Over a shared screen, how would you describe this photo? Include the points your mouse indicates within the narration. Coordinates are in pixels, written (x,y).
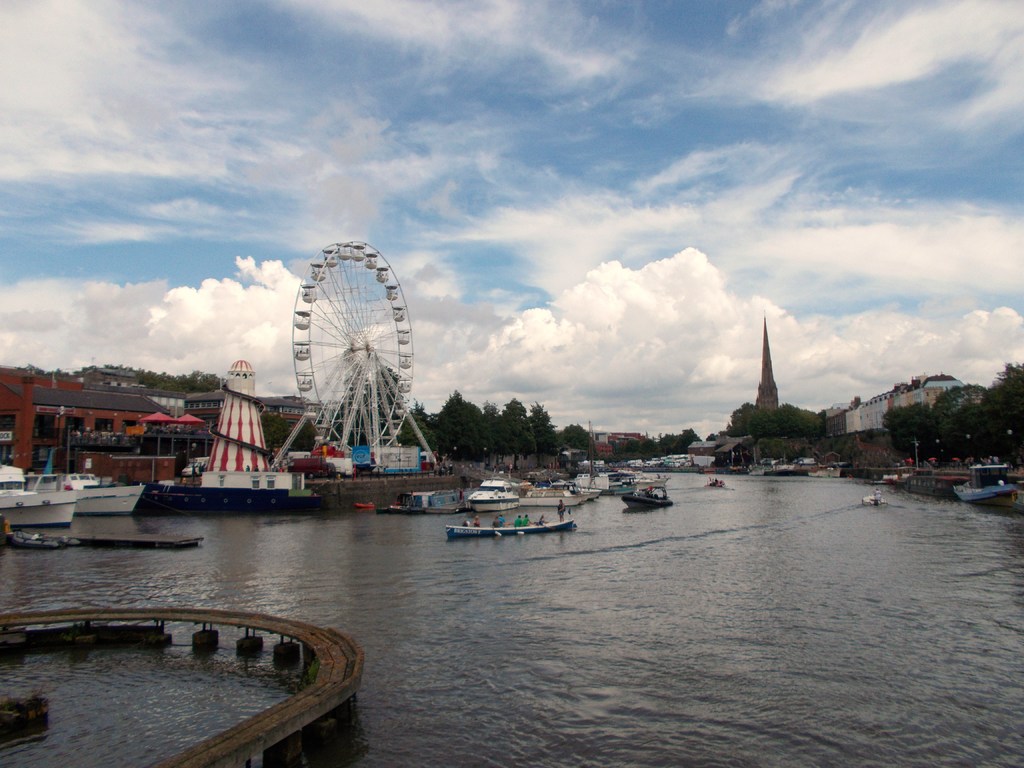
In this I can see water (542,649) and in it I can see number of boats (63,478). I can also see number of trees (453,404), buildings (61,435) and a giant wheel (412,370). I can also see clouds (425,282) and the sky (420,175) in background (433,122).
